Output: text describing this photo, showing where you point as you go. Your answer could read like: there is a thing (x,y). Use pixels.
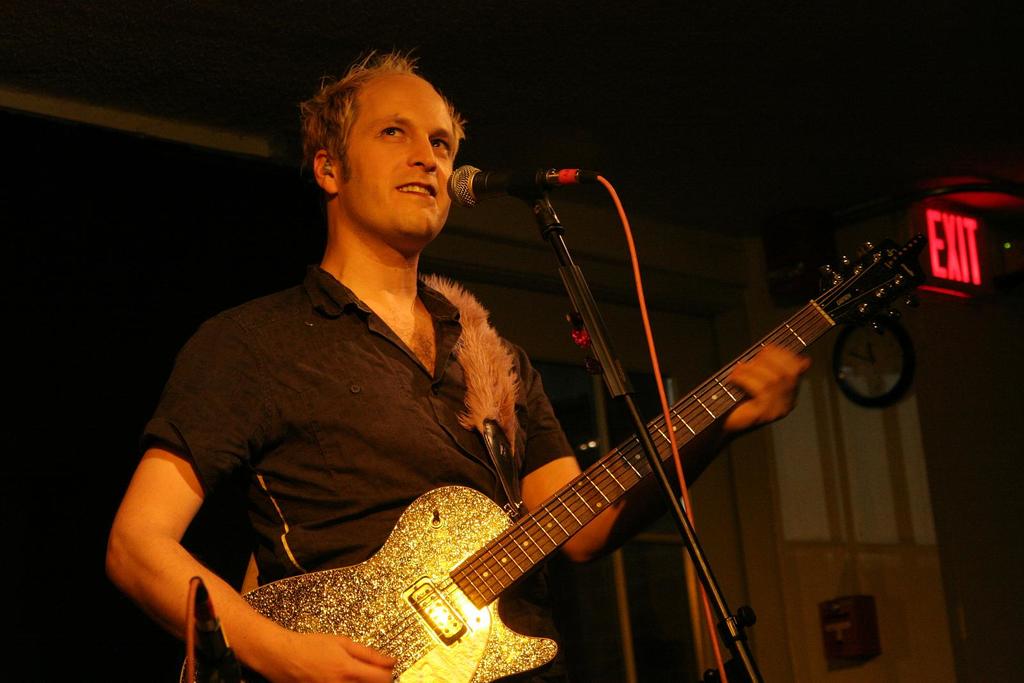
In this picture we can see a man (294,352) holding a guitar (679,428) with his hand (772,376) and smiling and in front of him we can see a mic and in the background (722,295) we can see a name board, clock (840,385) on the wall (947,473) and some objects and it is dark.
